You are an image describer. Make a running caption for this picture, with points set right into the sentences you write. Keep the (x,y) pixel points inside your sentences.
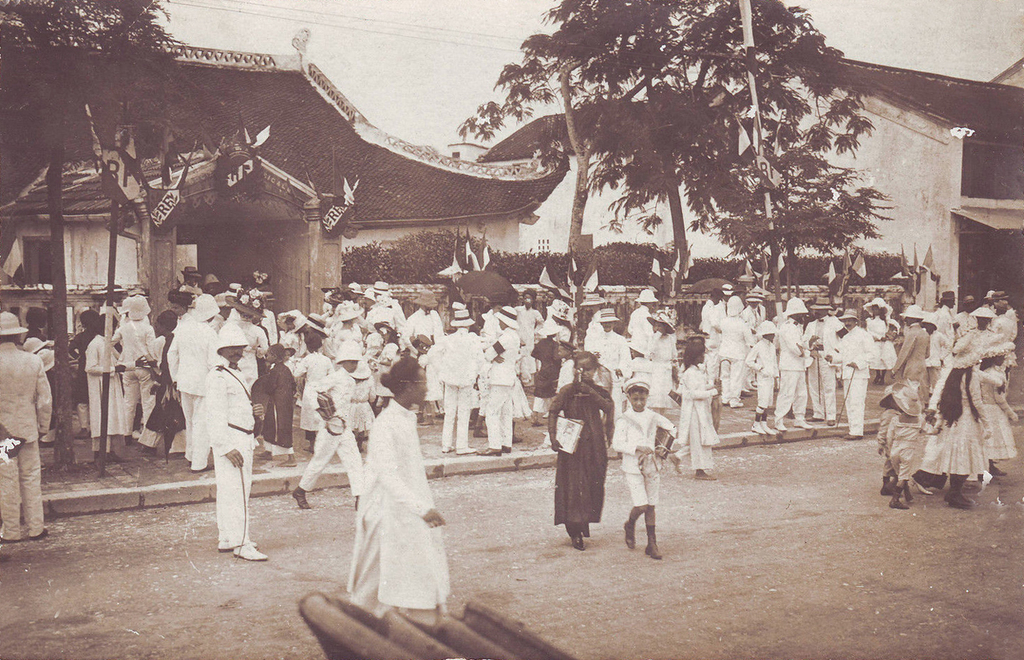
In this picture there is a old black and white photography of many people (343,326) wearing white color dress (356,450) and standing in the front (318,450). Behind there is a Chinese roof temple (310,141) and some trees (149,116).
